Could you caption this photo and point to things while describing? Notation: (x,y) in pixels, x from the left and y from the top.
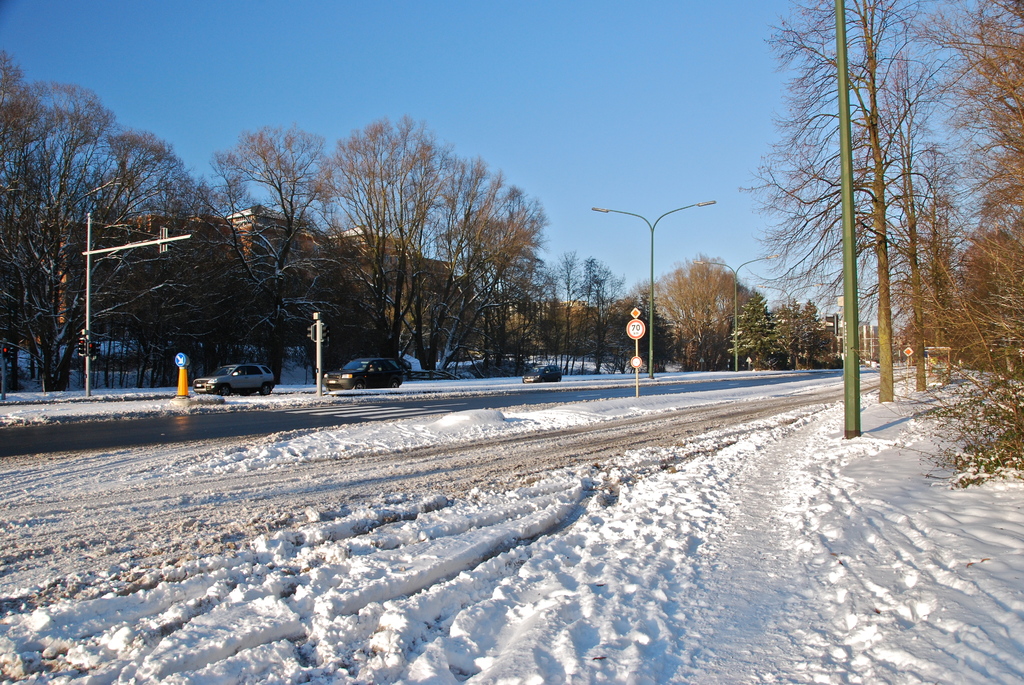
In this image, we can see vehicles (261,374), poles (110,251), traffic lights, trees (688,282) and at the bottom (375,475), there is road (545,439) covered with snow (638,494). At the top (622,110), there is sky (619,129).
